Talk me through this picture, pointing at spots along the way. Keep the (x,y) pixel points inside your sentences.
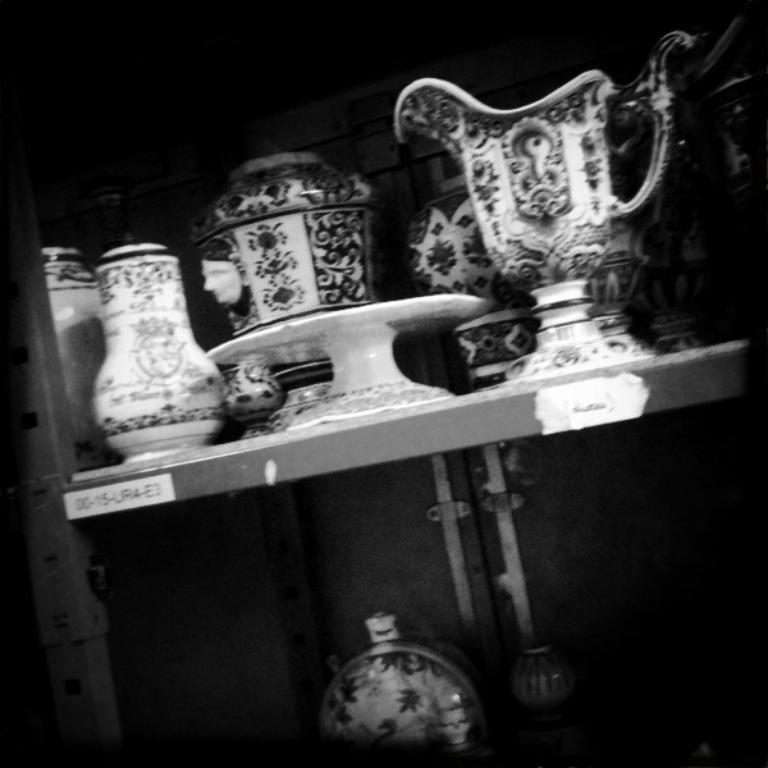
This is a black and white picture. In this picture, we see a rack (294,640) on which ceramic jars (459,281) are placed. In the background (242,128), it is black in color.
